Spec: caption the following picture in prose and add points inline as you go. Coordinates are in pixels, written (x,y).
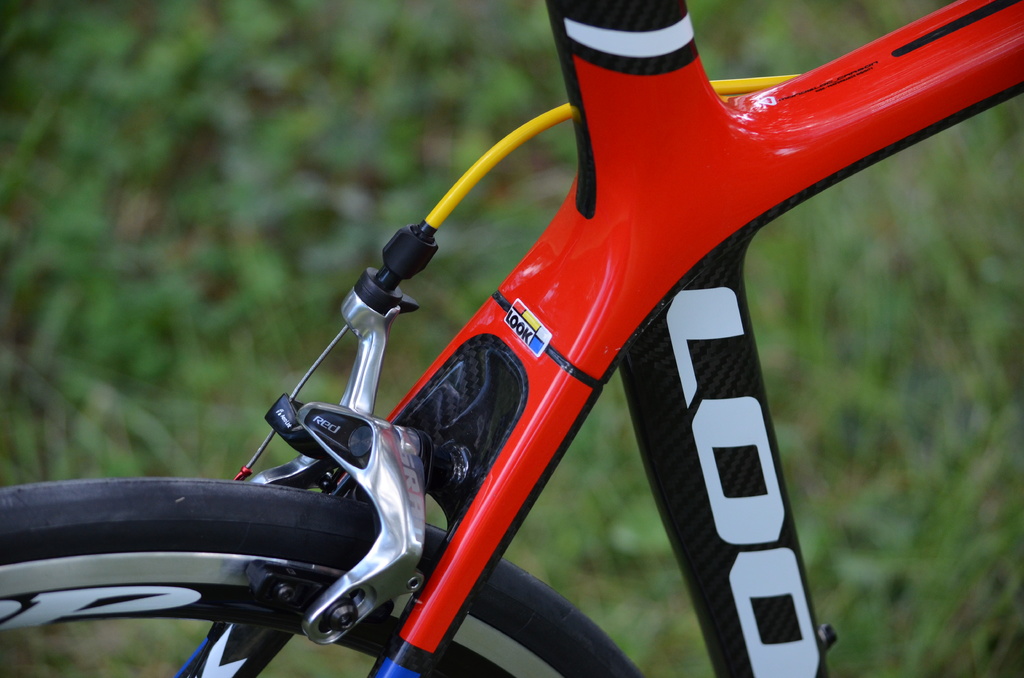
In this image we can see the part of a bicycle (764,108) and in the background (817,500) the image is blurred.
